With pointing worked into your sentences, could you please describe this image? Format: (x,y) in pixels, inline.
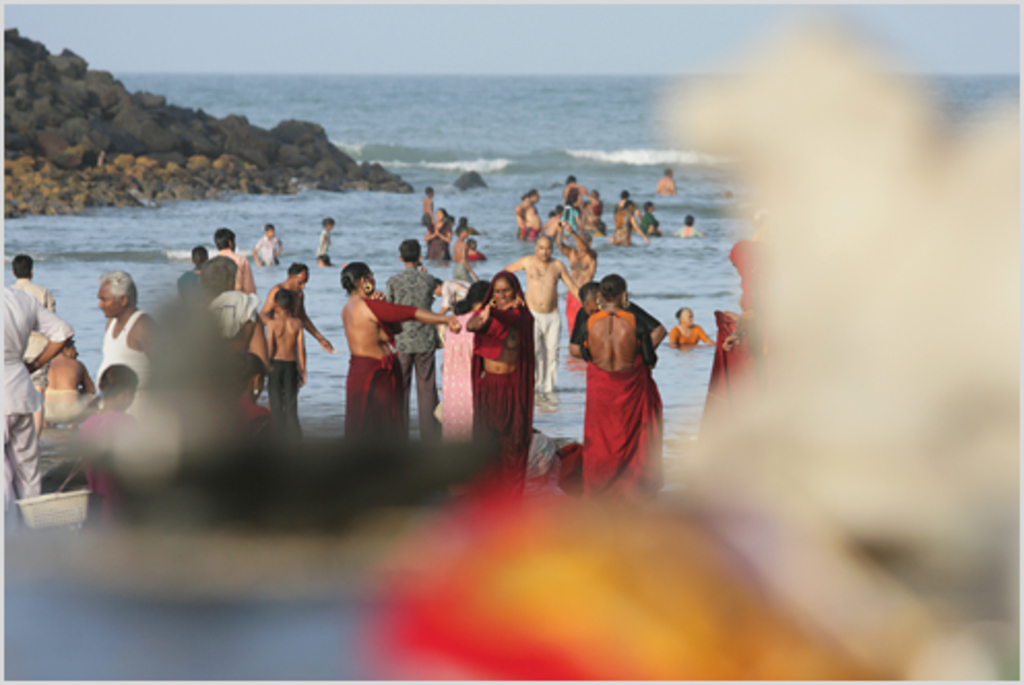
There are many people (362,328). Some are in the water (477,216). On the left side (88,137) there are rocks (58,123). In the background (483,93) there is water (518,90) and sky (514,18). Some part of the image is blurred.
